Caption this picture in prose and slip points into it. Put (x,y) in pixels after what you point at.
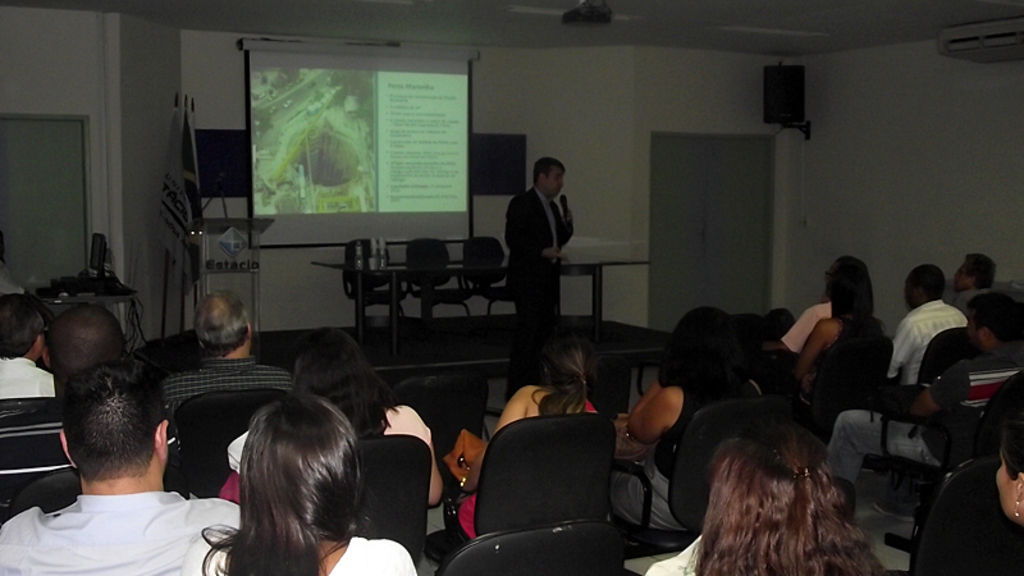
In the center of the image (537,196) there is a person (544,273) standing with mic (564,210). At the bottom of the image (44,542) we can see persons (27,542) sitting on the chairs (528,484). In the background (417,247) we can see chairs (415,265), table (465,268), doors (711,224), speaker (786,100), screen (349,82) and wall (89,62).
